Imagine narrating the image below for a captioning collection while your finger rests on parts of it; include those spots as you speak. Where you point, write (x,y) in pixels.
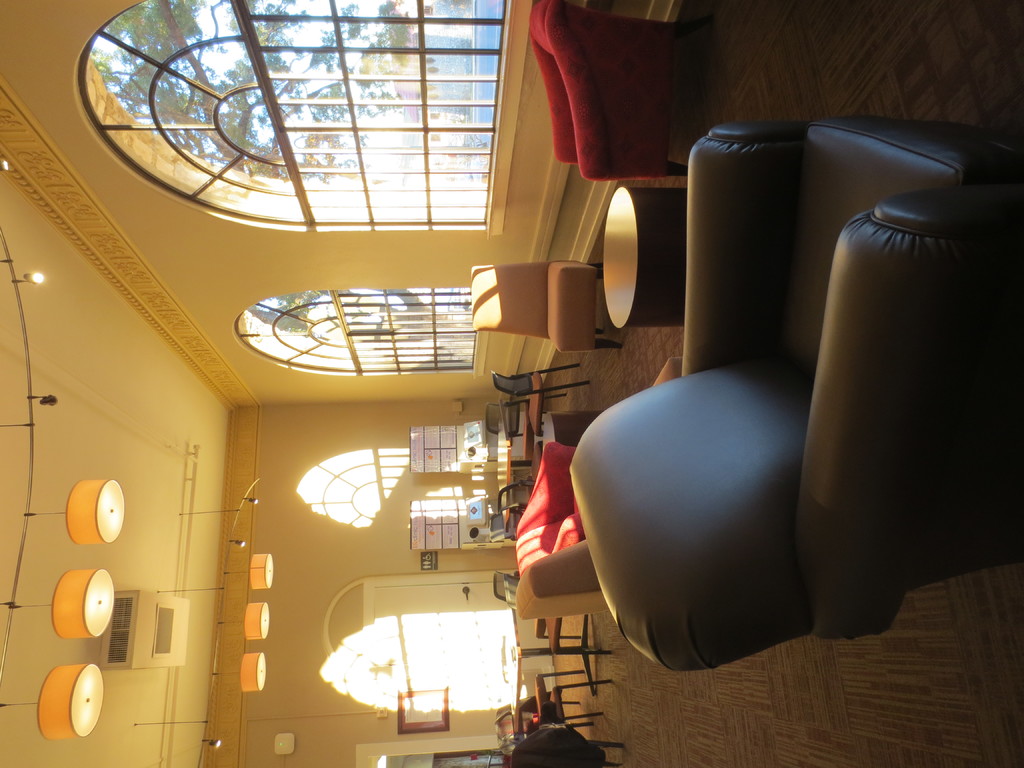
In this image I can see number of lights (80,668), chairs (543,450), tables (510,481), a frame (409,720) on wall (471,720), a door (432,593), few boards (428,561), windows (409,164), trees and here I can see few sofa chairs (567,316).
